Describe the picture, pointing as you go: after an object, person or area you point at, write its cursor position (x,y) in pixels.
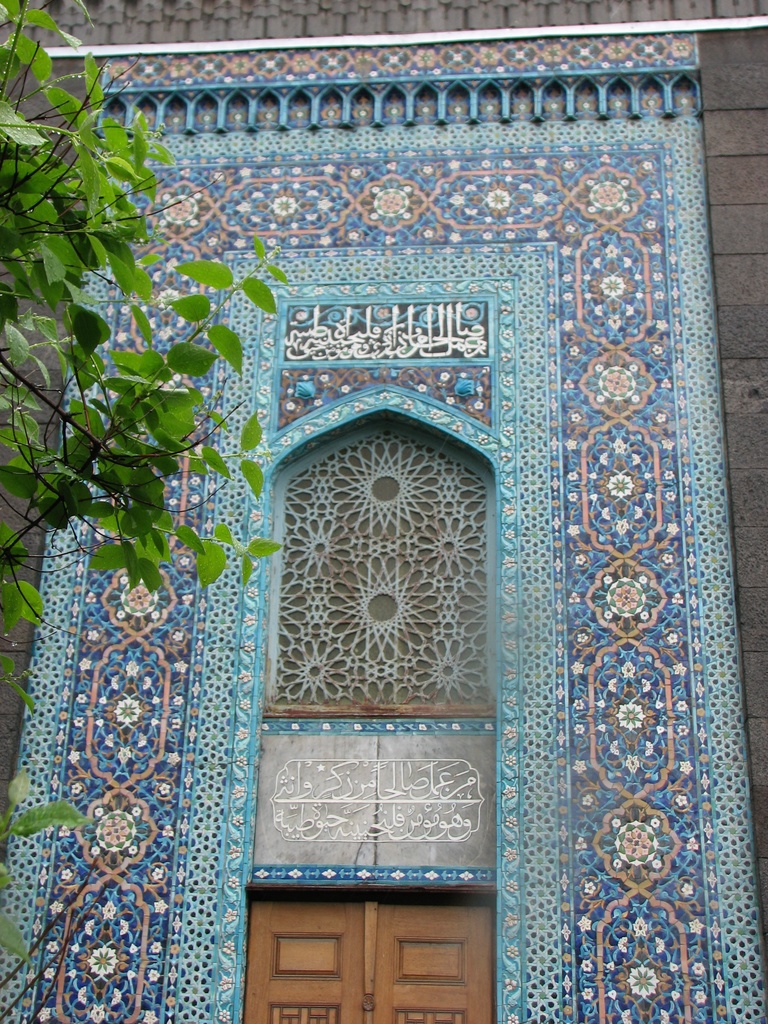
This image is taken outdoors. On the left side of the image (13,553) there is a tree (46,821) with green leaves (88,451) and stems (79,551). In the middle of the image (297,377) there is a wall (658,770) with many carvings (250,692) on it and there is a door (366,943). There is a text (377,780) on the wall (380,334).
